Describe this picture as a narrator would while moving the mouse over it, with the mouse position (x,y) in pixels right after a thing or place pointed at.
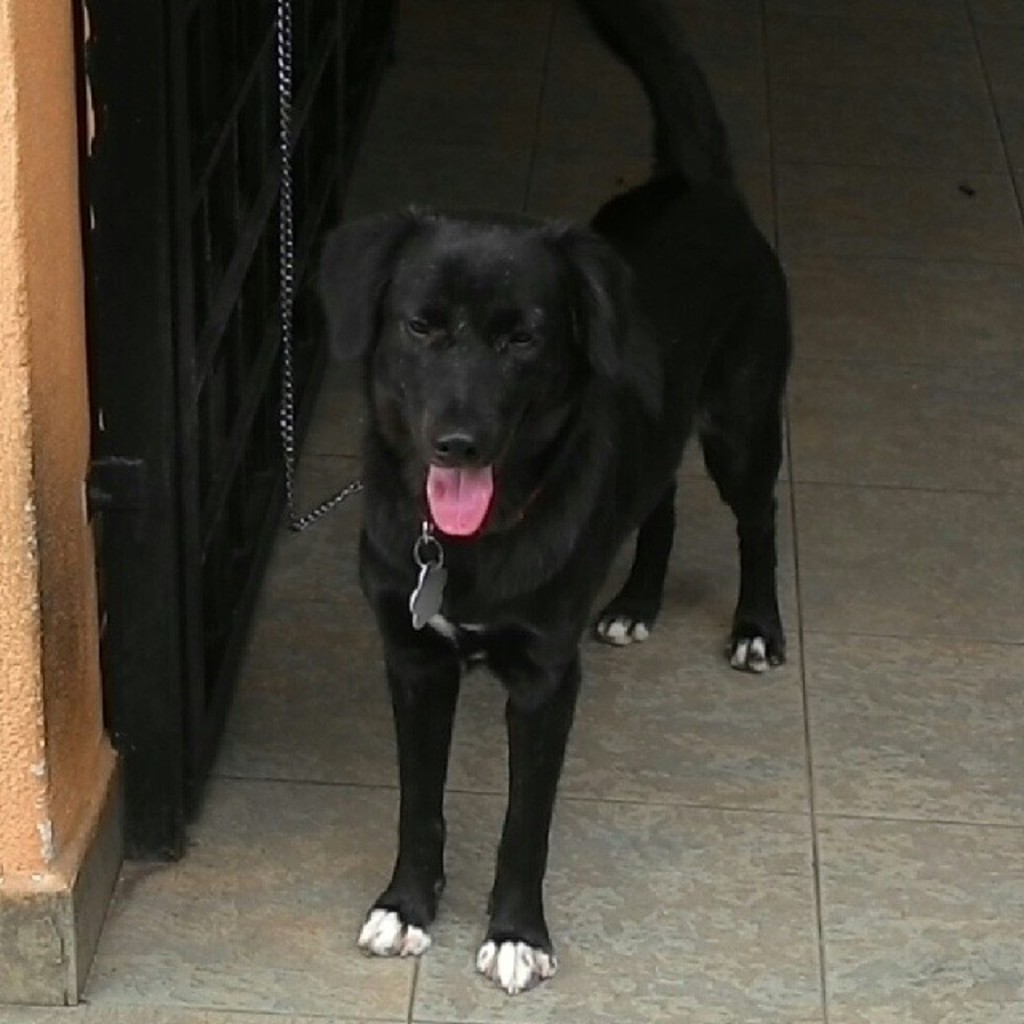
In this image I can see a black (571,595) dog standing, it is tied to a chain (286,132). There is a black gate (299,85) on the left (295,49).
